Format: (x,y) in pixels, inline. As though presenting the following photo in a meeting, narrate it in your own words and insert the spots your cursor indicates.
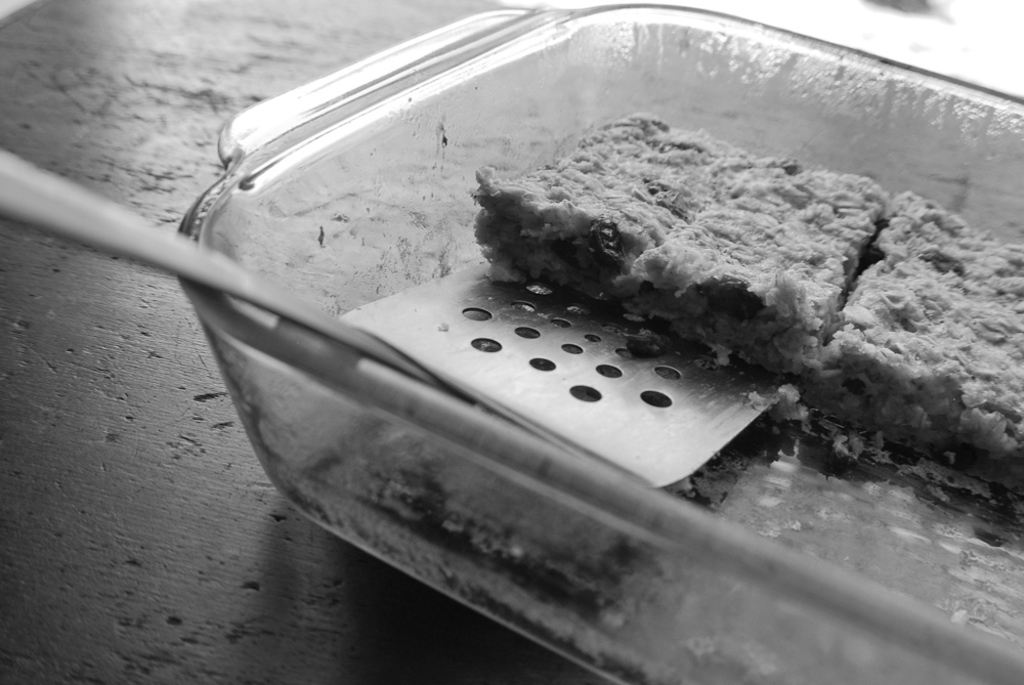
This is a black and white image. There is a glass bowl (475,214) which contains a food item (653,232) and a spatula (200,261).
